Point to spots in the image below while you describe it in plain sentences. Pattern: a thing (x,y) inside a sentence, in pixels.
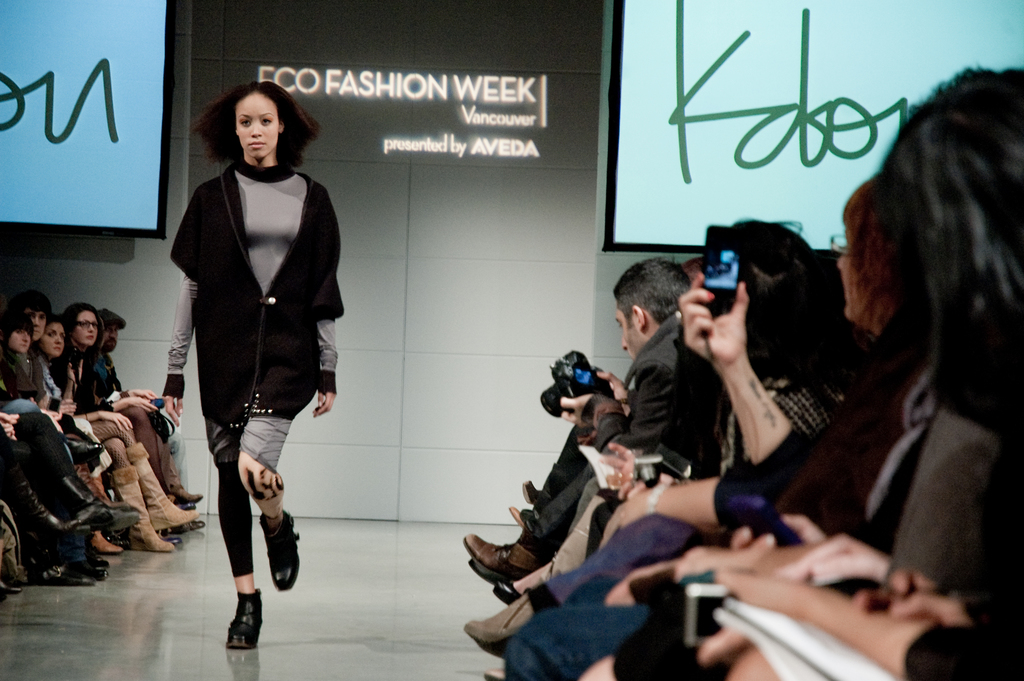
On the left side (294,174), there is a woman (265,177) in a black color jacket (241,367), walking on the floor (245,651). Beside her, there are persons (88,350) sitting. Beside them, there is a screen (64,204). On the right side (725,646), there are persons (865,462) in different color dresses (865,462), sitting. Some of them are holding cameras (560,365). In the background (810,94), there is a screen (830,127) and there is a hoarding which is attached to the wall (548,173).
